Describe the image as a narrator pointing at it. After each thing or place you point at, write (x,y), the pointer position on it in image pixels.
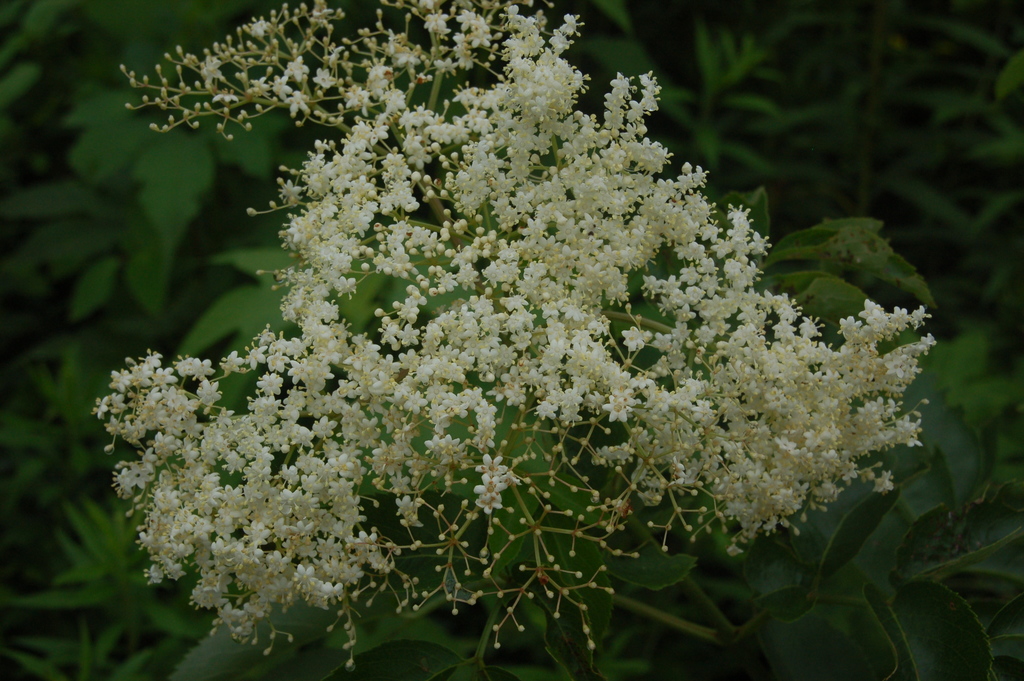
In this image we can see some flowers (338,458) which are white in color and in the background of the image (354,314) there are some leaves (135,212) which are green in color.
